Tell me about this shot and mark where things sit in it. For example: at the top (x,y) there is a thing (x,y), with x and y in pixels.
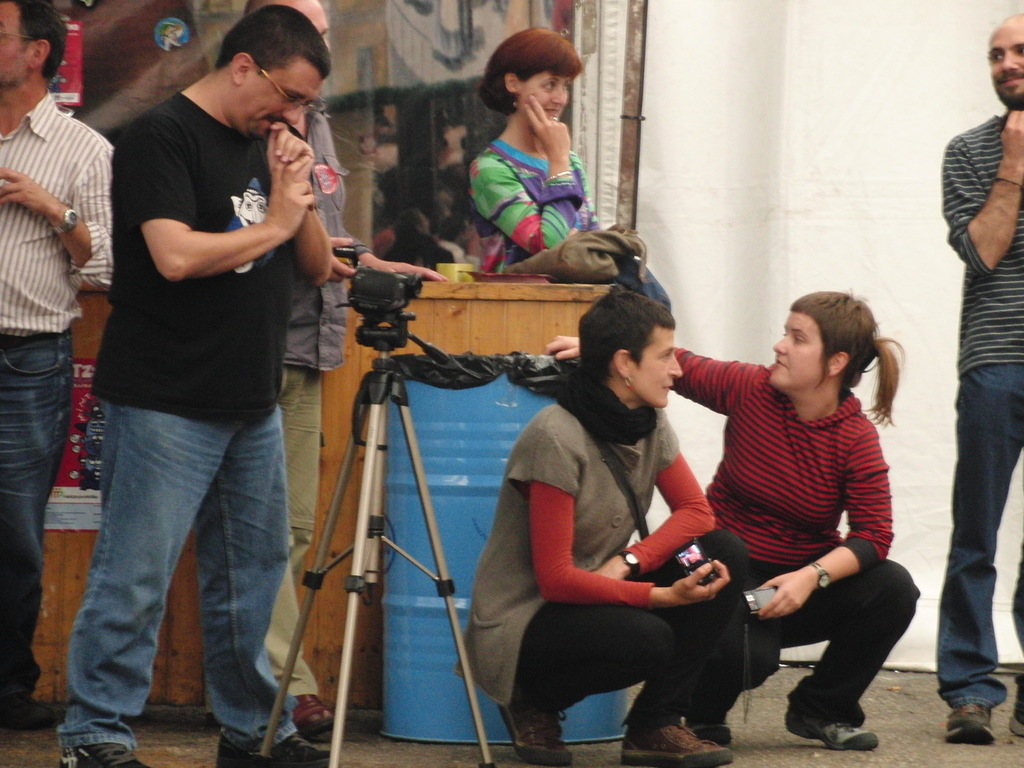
In this picture we can see a group of people (669,633) on the ground (750,758), tripod stand (405,428), camera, drum (455,653), posters (77,461) and in the background (725,148) we can see wall (756,215).
